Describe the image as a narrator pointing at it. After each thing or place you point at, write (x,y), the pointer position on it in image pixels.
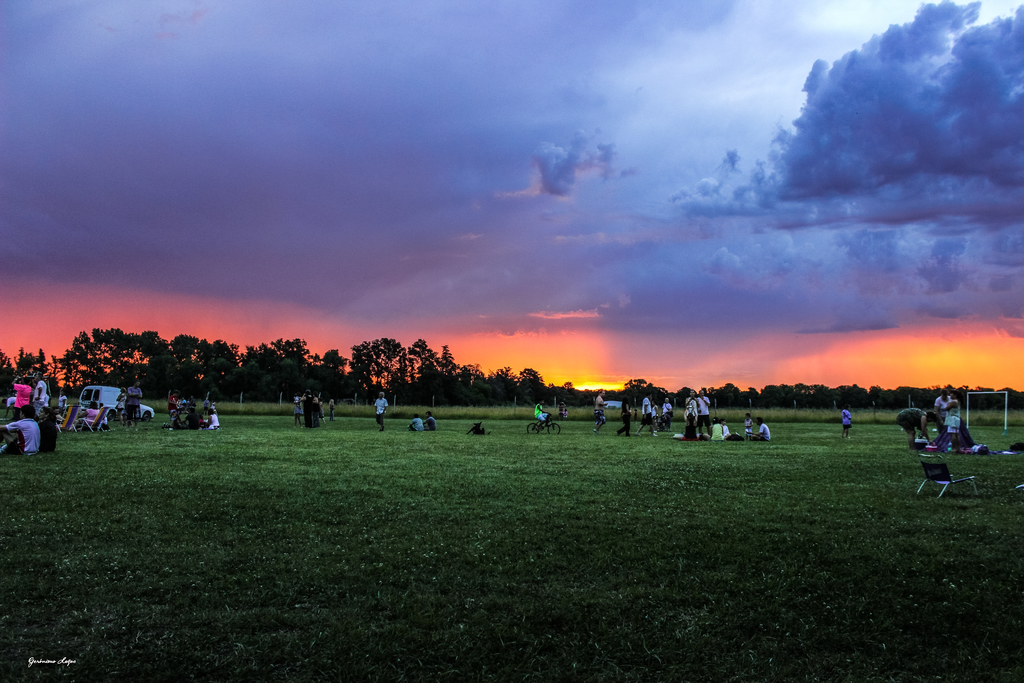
In the picture we can see a grass surface (509,556) on it we can see some people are sitting some are standing and walking and some are riding a bicycle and we can also see a car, in the background (14,111) we can see trees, sky (107,200) and clouds (906,262) and sun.
